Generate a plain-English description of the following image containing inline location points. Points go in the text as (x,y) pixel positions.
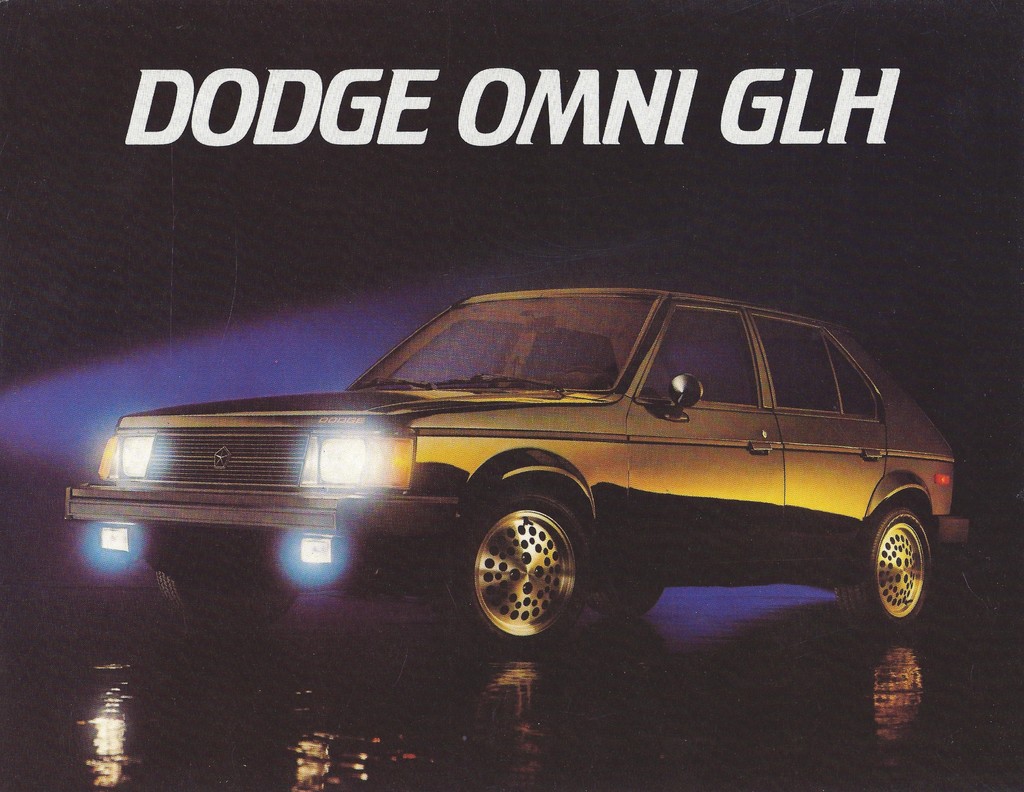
In this image there is a car (398,502) on the land (460,712) having some water (373,746). Top of the image (369,125) there is some text (512,75).
